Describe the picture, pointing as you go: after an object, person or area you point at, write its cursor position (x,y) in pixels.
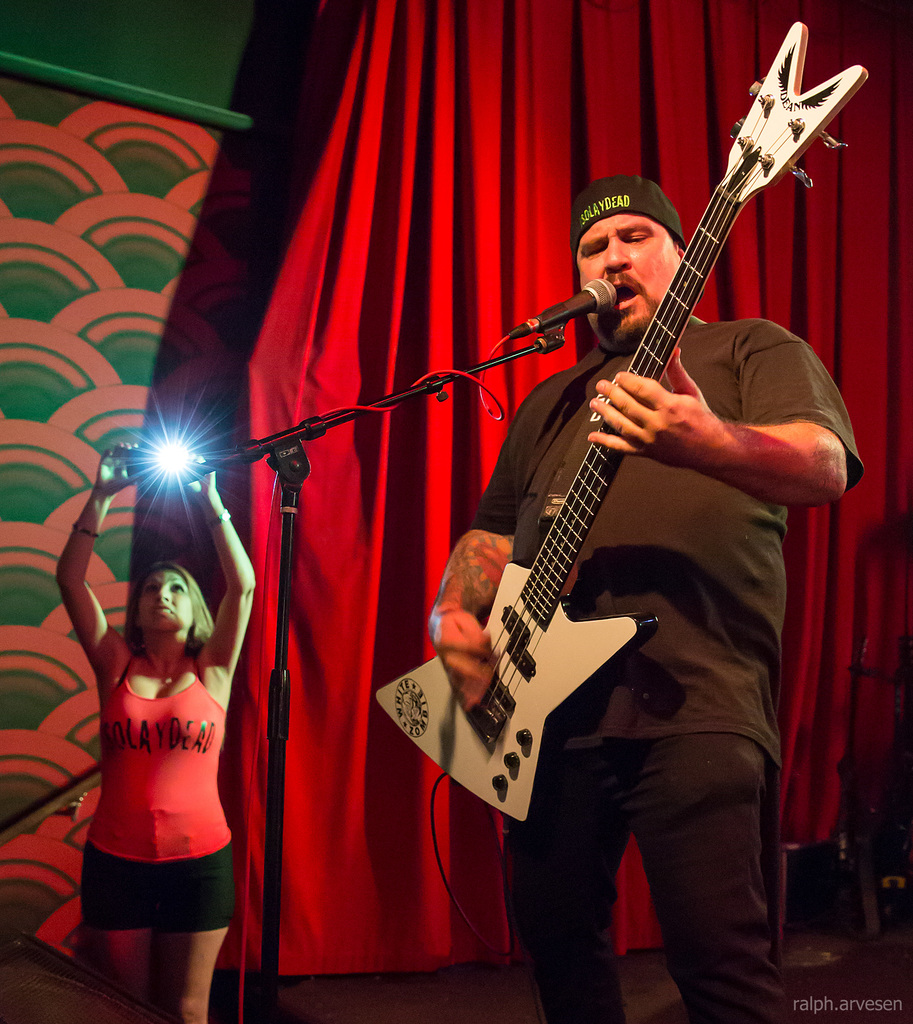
On the right side of the image (673,648), we can see a person (515,826) playing a guitar (496,744) and singing in-front of a microphone (583,303). On the left side of the image (205,798), we can see a woman (135,714) holding an object (148,454). Background (424,341) we can see wall (48,292), curtains (407,345) and few objects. On the right side (880,1003) bottom corner, there is a watermark (851,1007) in the image.
